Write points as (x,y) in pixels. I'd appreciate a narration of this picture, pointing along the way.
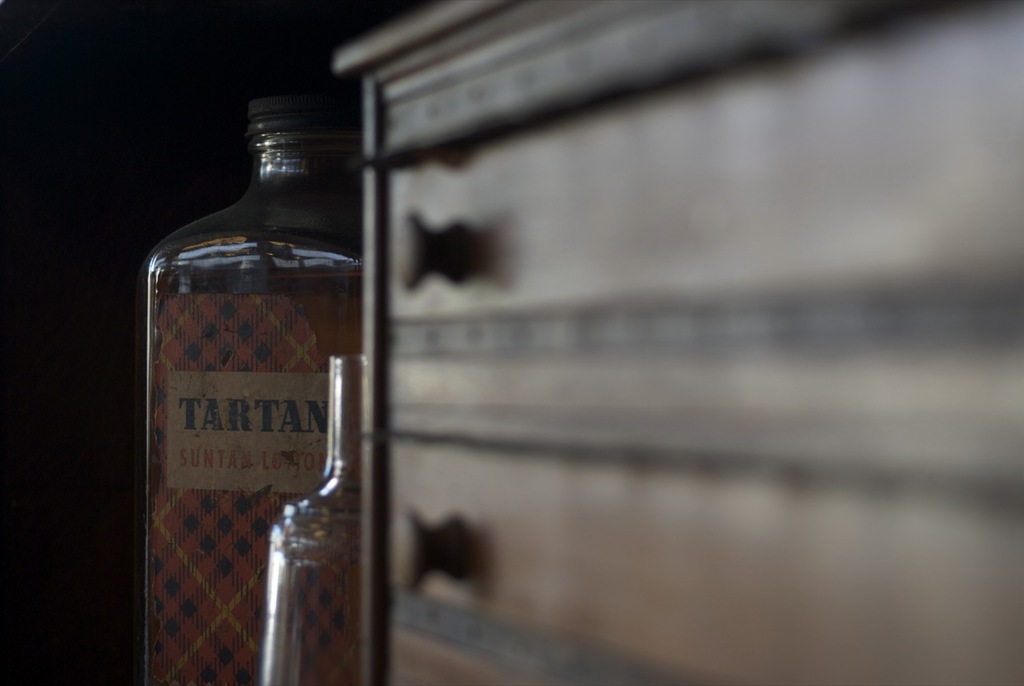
In this picture we can see an object (417,510), bottles (322,401) and in the background (209,38) it is dark.
